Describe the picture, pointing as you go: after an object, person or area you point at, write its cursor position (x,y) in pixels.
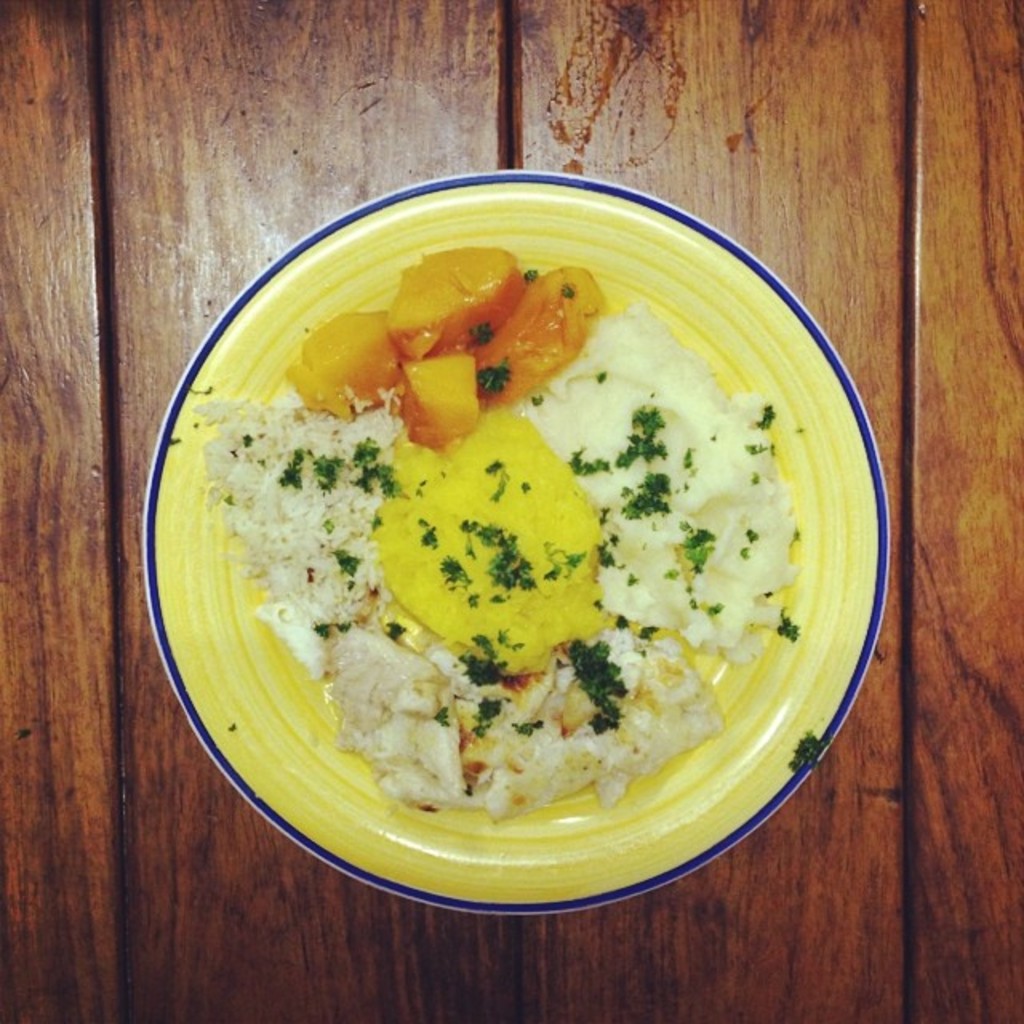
In the center of the picture (470,355) we can see a food item (607,509) served in a plate (216,728). The plate (777,680) is placed on a table (751,954).
